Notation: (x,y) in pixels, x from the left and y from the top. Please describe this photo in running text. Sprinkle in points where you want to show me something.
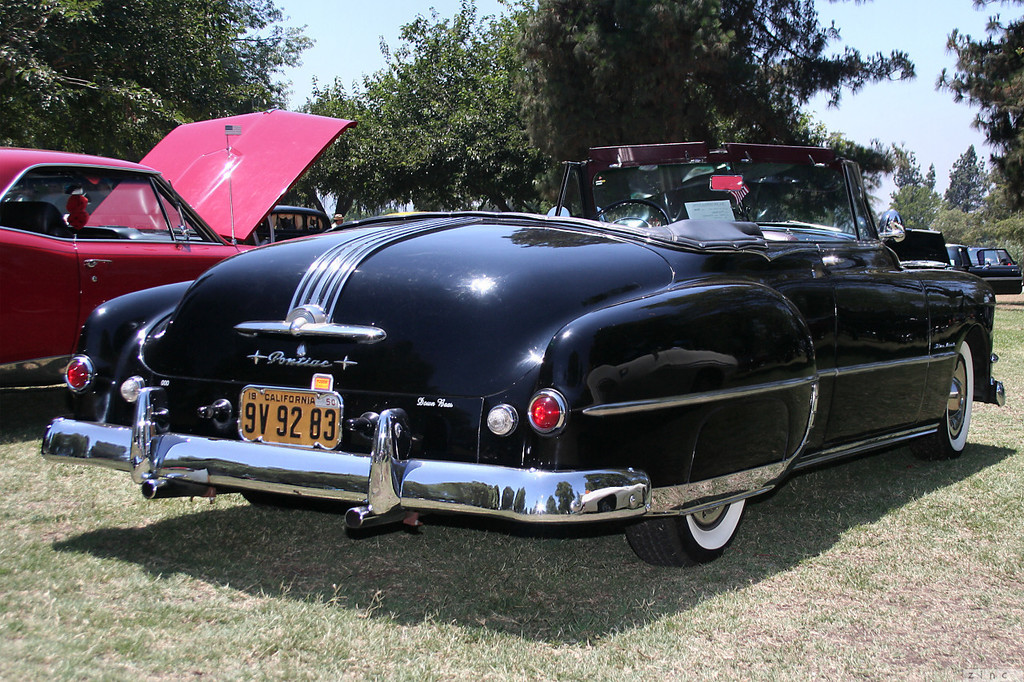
In this image there are few cars (741,463) on the grassland (560,544). Background (531,121) there are few trees (572,154). Top of the image (483,7) there is sky (886,124).
